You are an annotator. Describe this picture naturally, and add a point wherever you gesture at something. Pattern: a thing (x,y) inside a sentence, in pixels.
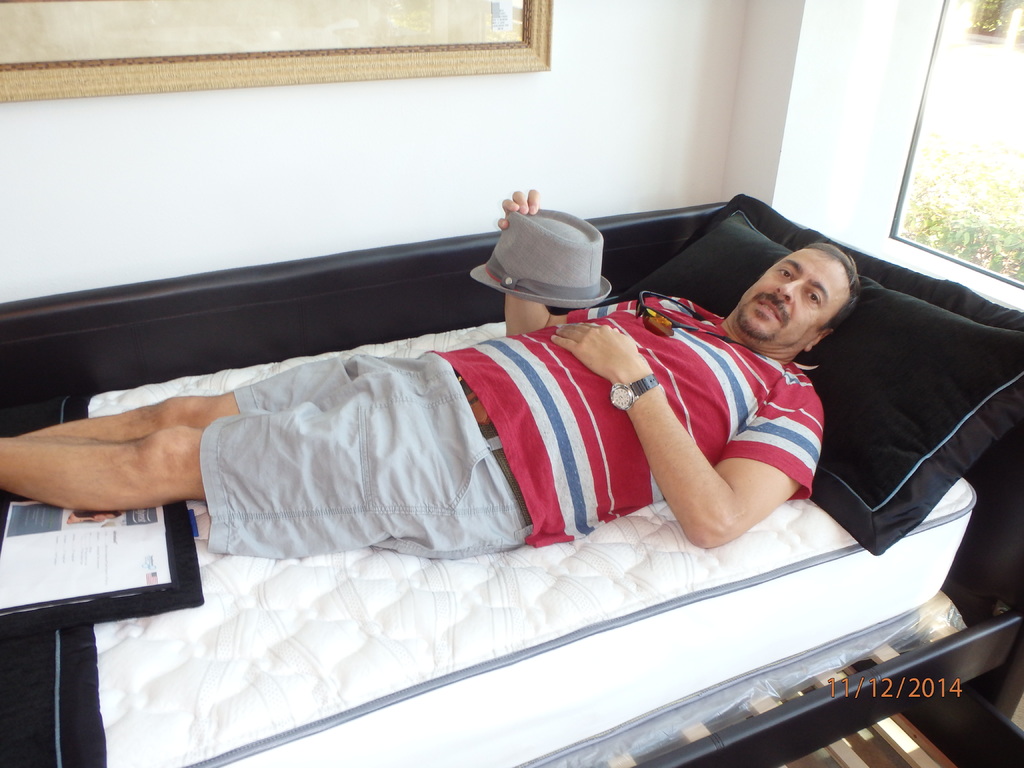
In this image there is a man (237,394) who is lying on the bed (211,684) and holding the hat (509,262) in his hand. There is a pillow (905,441) under his head (833,297). At the background (343,133) there is a wall (204,145) and a frame (407,53) on it.
